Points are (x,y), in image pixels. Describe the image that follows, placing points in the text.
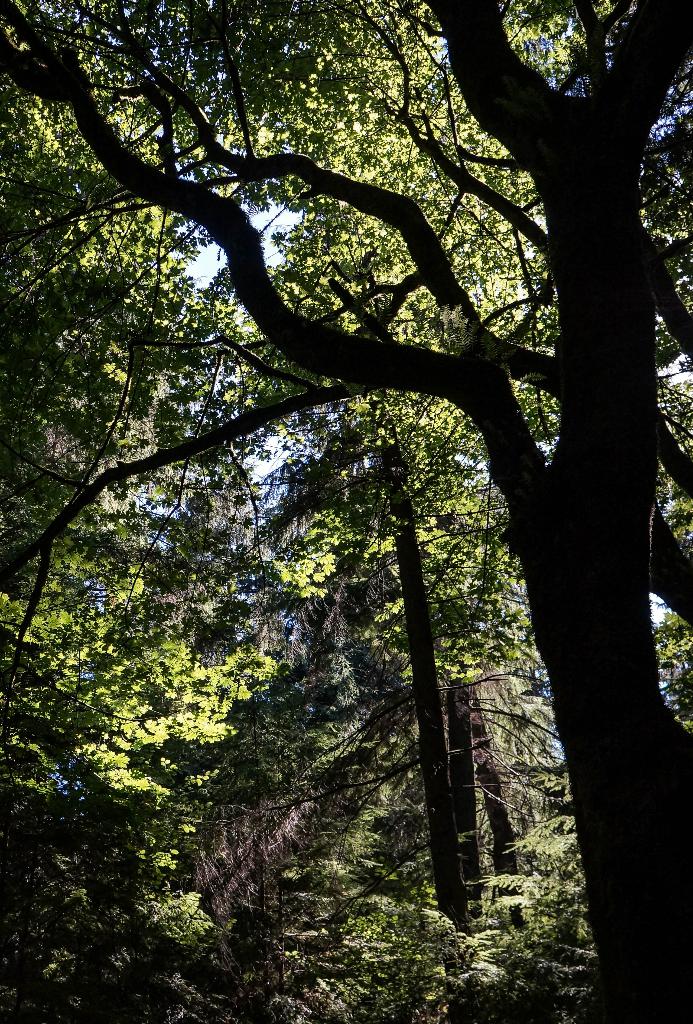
In this image I can see trees (339,246). The sky (202,258) is in white and blue color.
